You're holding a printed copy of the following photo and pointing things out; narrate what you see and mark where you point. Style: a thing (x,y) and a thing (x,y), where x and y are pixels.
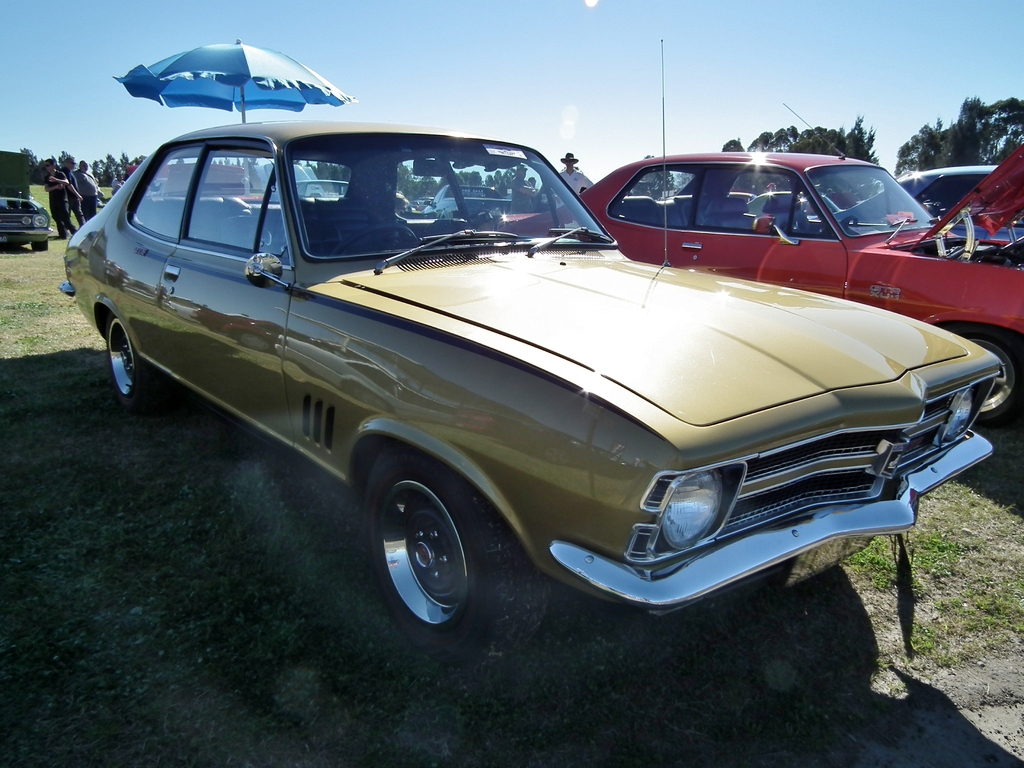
In this image we can see some vehicles (228,191) on the ground (60,339), some people (95,213) are standing on the ground (129,559), one blue umbrella (238,79) with pole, some people (85,205) holding objects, some trees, some grass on the ground (5,365) and at the top (584,15) there is the sun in the sky (523,82).
